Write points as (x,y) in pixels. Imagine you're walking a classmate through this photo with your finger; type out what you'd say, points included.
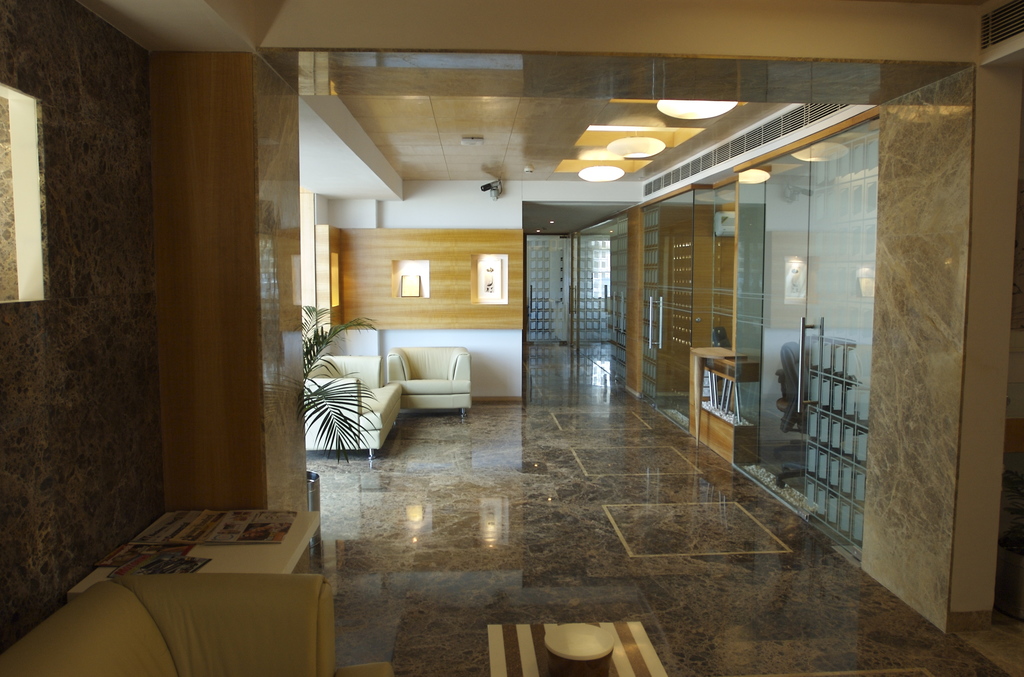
In this image there are sofas (368,405) and a houseplant (322,344). On the left (302,549) there is a table (191,552) and we can see papers (217,527) placed on the table (267,554). There are doors (770,308) and lights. At the bottom (569,646) we can see an object (581,641) placed on the floor (746,628).
